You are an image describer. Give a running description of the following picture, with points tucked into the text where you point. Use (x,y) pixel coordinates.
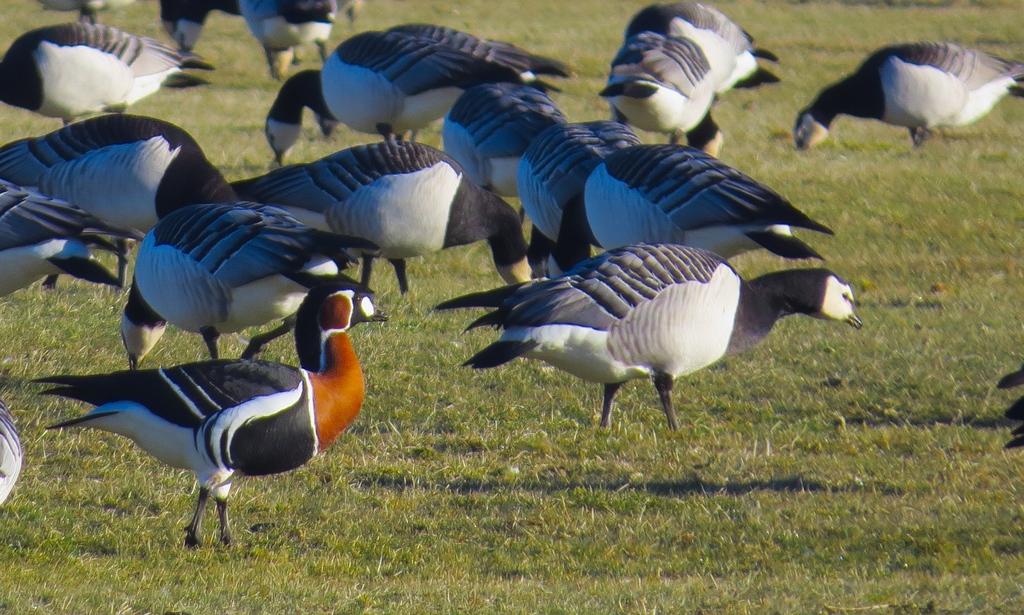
In this picture I can see the grass ground (391,549), on which I can see number of birds (400,71) which are standing.
